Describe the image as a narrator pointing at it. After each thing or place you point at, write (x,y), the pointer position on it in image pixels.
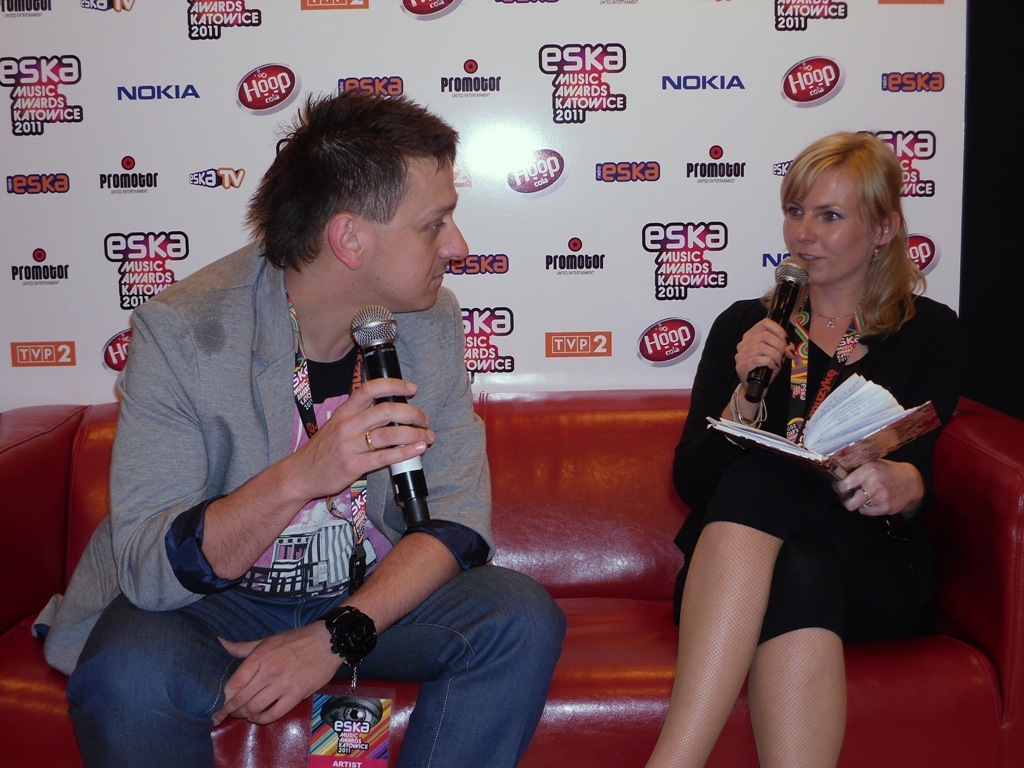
In this picture there is a man (325,463) holding a mic (367,337) in his hand (377,418) and sitting on a sofa (594,533). There is also a woman (753,358) holding a mic (753,403) and book (822,410) in her hands (741,365). She is sitting on the sofa (605,630). There is a poster (193,163) at the background (611,263).
